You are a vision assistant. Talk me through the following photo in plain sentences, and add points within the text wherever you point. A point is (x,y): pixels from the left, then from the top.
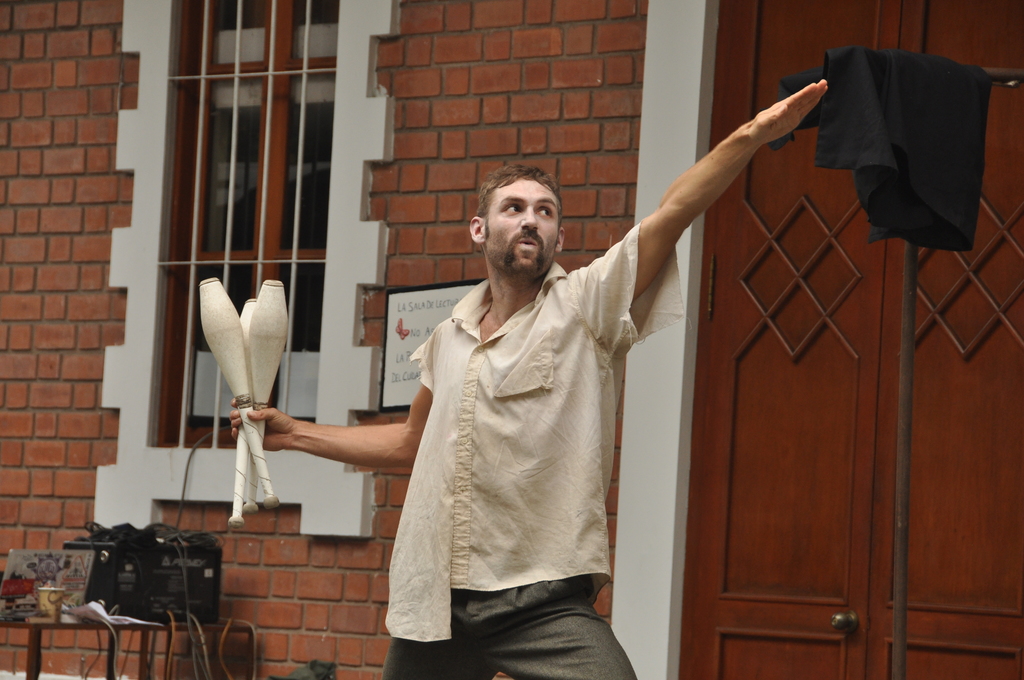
In this picture there is a person (525,285) standing and holding the objects (251,507). At the back (642,86) there is a board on the wall (254,535) and there is text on the board (402,321). At the bottom left (69,576) there is a device (213,554) and glass (49,613) and there are objects (137,557) on the table (141,637). On the right side of the image (866,482) there is a door (838,639) and there is a cloth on the pole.
